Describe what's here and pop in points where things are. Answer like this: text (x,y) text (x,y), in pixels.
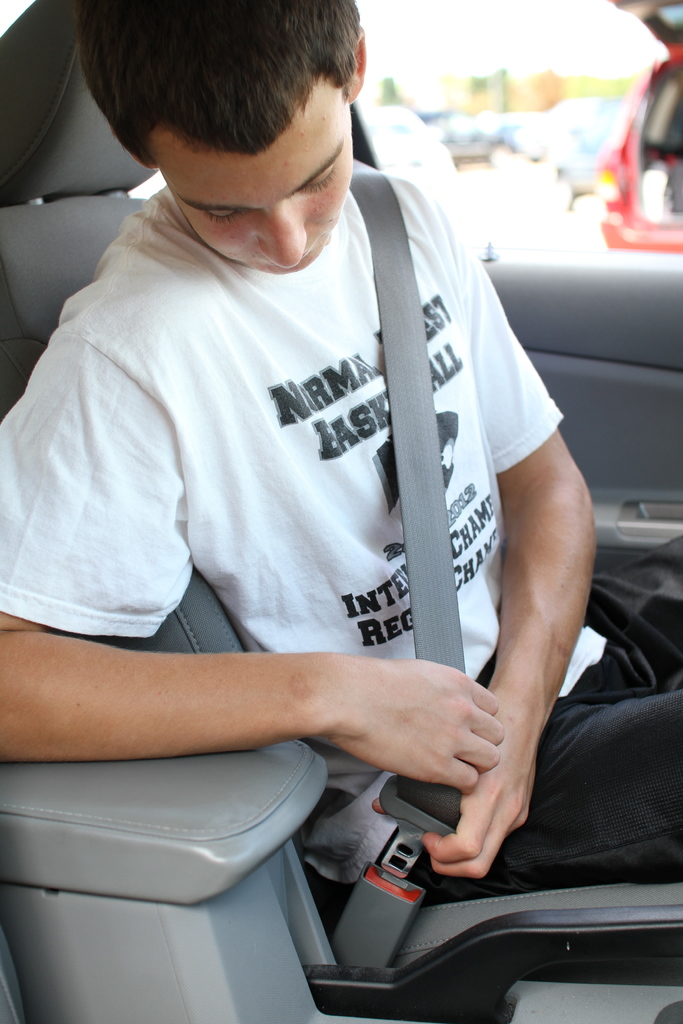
There is a man (543,686) sitting in the car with white shirt (231,435). He is keeping seat belt (399,840). And there is a door (628,313) and a seat (48,231). And outside that right corner (622,159) we can see a red car (637,182).
